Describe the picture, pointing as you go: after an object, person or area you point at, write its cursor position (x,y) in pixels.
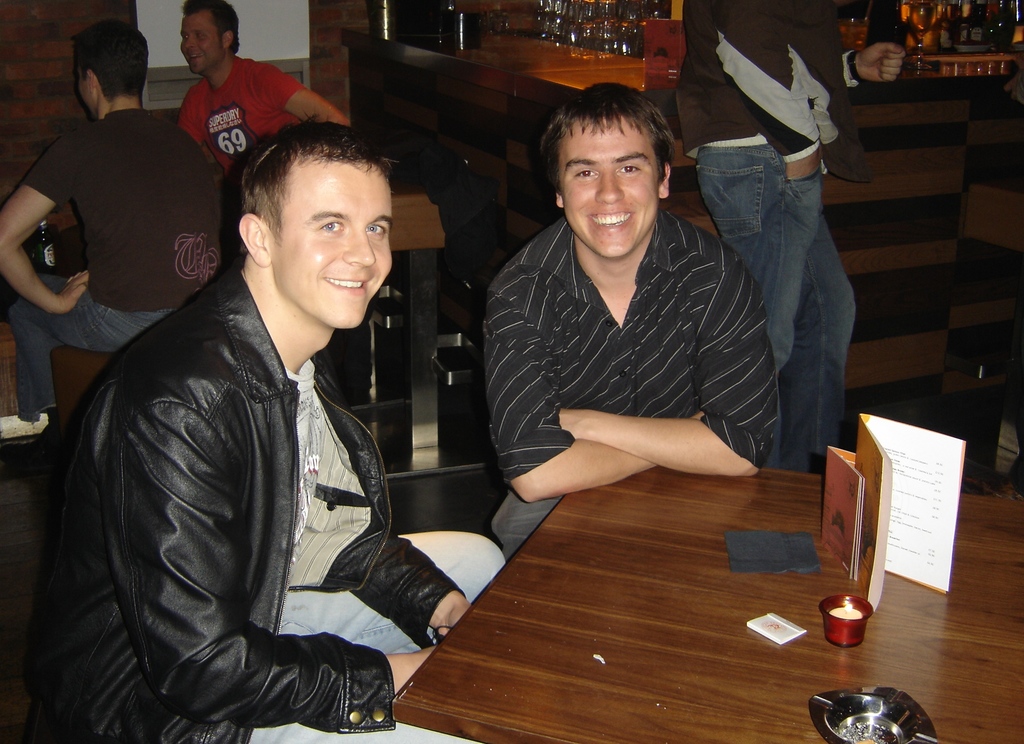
There are four people (223,400) sitting. This is a table (600,627) with a small candle (851,610), books (855,536), a piece of cloth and a bowl (915,710) on it. Here is the another person (738,100) standing. These are the wine glasses (604,0) placed on the table (554,62). This looks like a tray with some object (970,27) on it.
